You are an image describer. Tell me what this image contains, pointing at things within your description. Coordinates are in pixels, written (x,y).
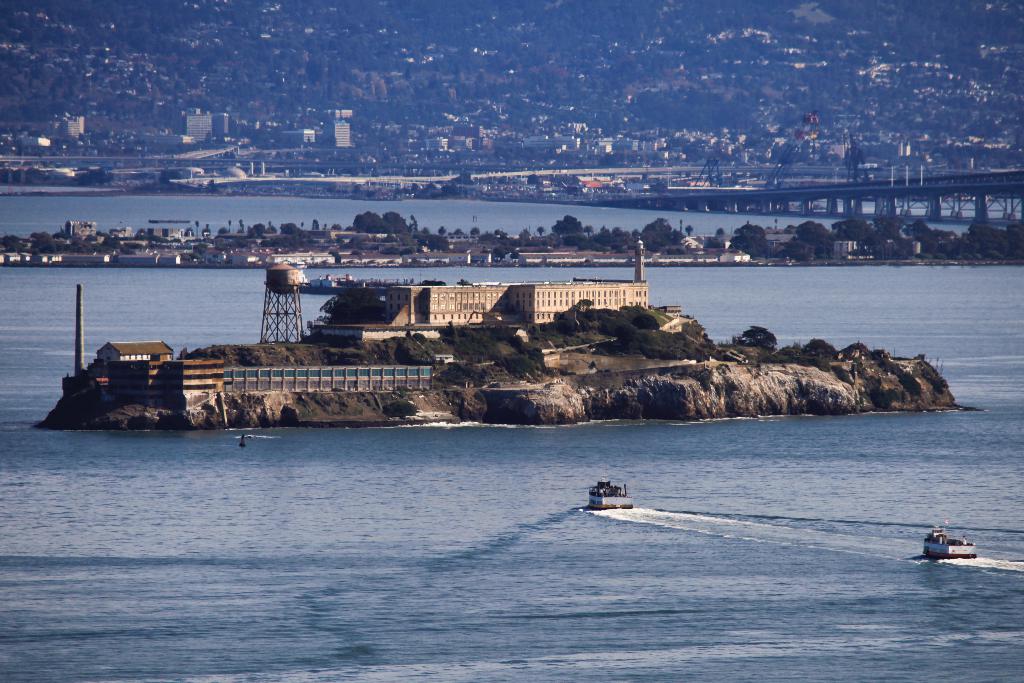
In this image, I can see an island (438,376) with a building (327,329), tank (283,312) and trees (639,347). In the background (241,254), I can see few trees (409,236) and buildings (322,236). On the right side of the image (874,192), there is a bridge (907,208). I can see two boats (625,496) on the water (645,503).
